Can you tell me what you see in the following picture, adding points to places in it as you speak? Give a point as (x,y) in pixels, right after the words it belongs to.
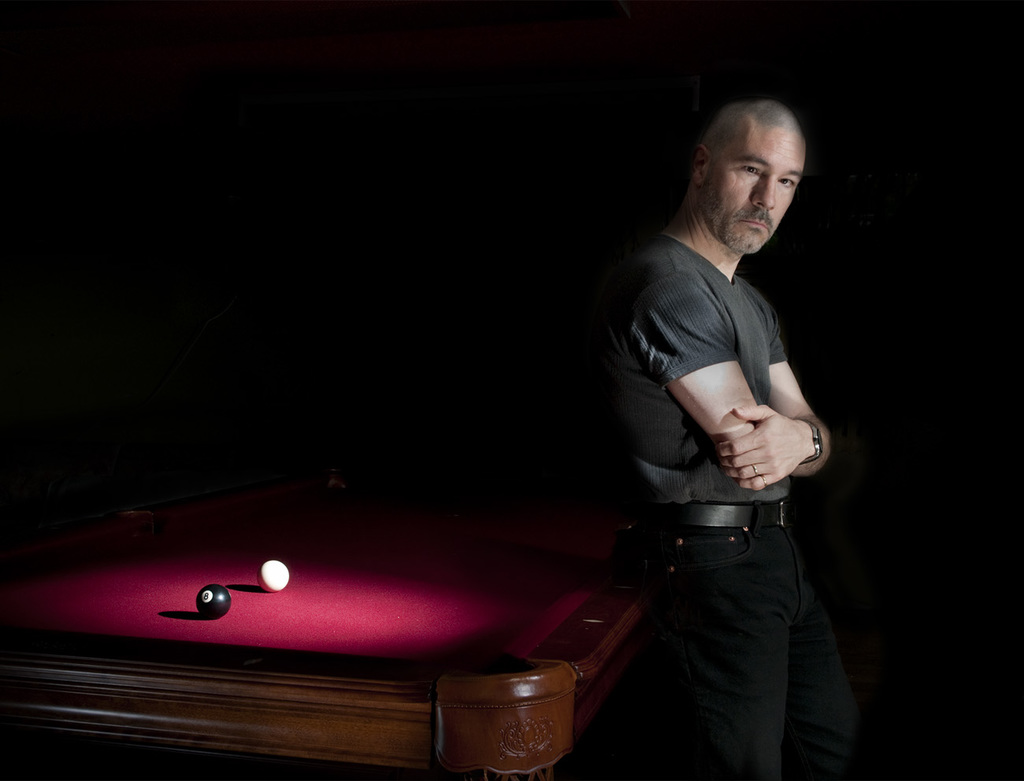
In this picture a grey shirt guy (739,342) is leaning on the snooker table (525,585), on which black and white balls (282,584) are placed. The snooker table (347,603) has a red mat (338,604) on it.
